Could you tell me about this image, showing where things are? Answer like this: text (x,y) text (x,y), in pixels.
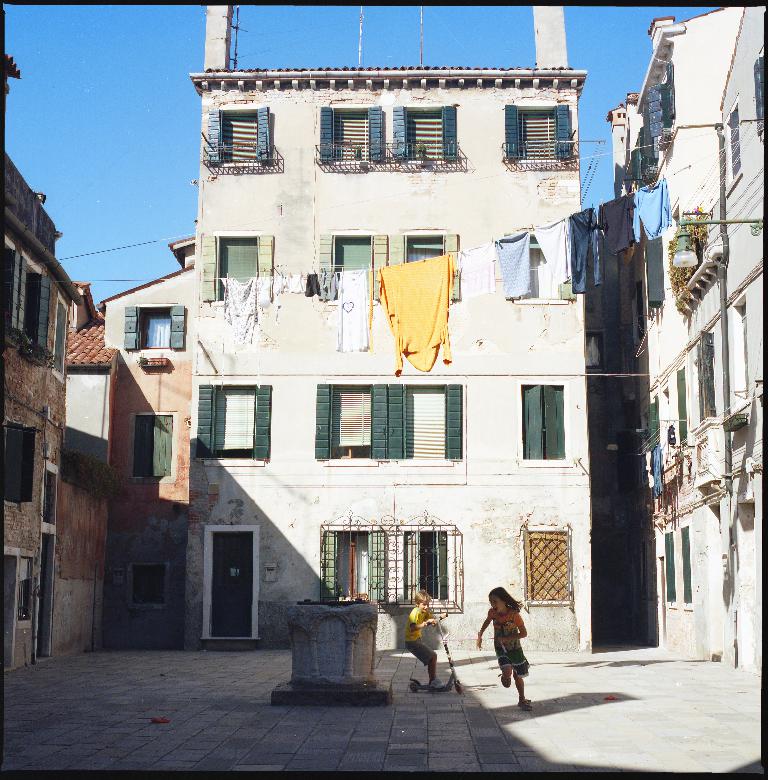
There are two kids (435,656) playing as we can see at the bottom of this image (459,625), and there are some buildings (559,489) in the background (599,441). There are some clothes (258,296) hanging on the rope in the middle of this image (420,303), and there is a blue sky (311,44) at the top of this image (113,129).
